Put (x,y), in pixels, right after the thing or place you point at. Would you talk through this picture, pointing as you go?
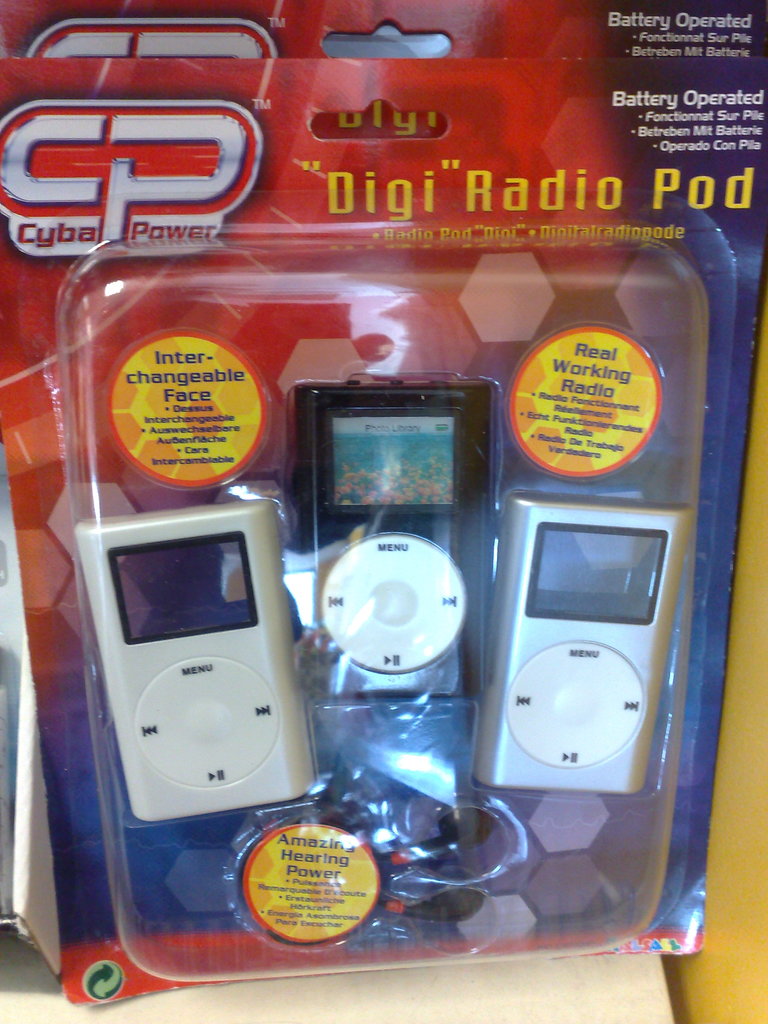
In this image I can see some gadgets (394,636).
